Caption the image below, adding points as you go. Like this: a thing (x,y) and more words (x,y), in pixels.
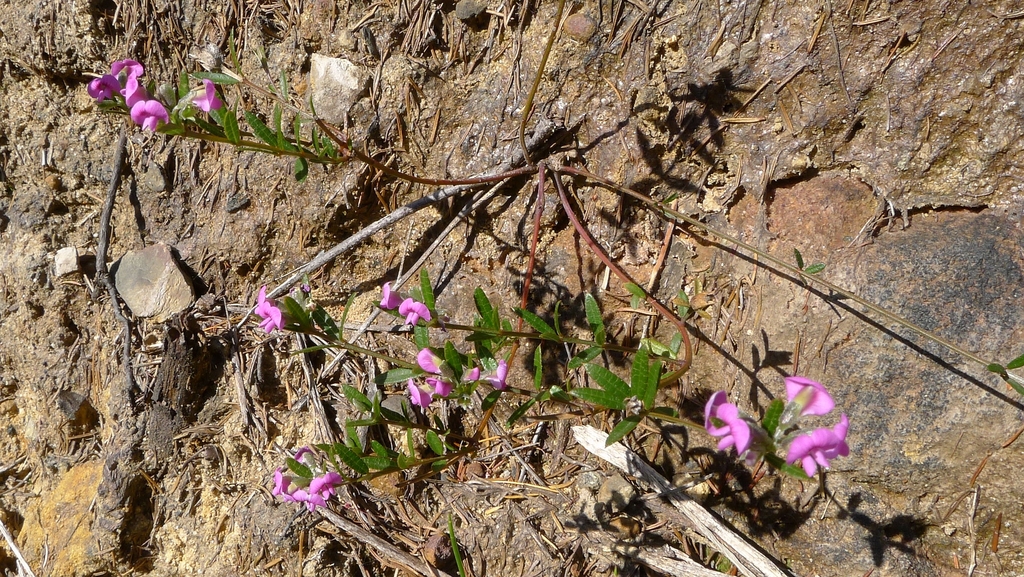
In this image there is a plant (306,325) with flowers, on the surface (169,230) there are roots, dry branches (437,194), stones (82,503) and rocks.
